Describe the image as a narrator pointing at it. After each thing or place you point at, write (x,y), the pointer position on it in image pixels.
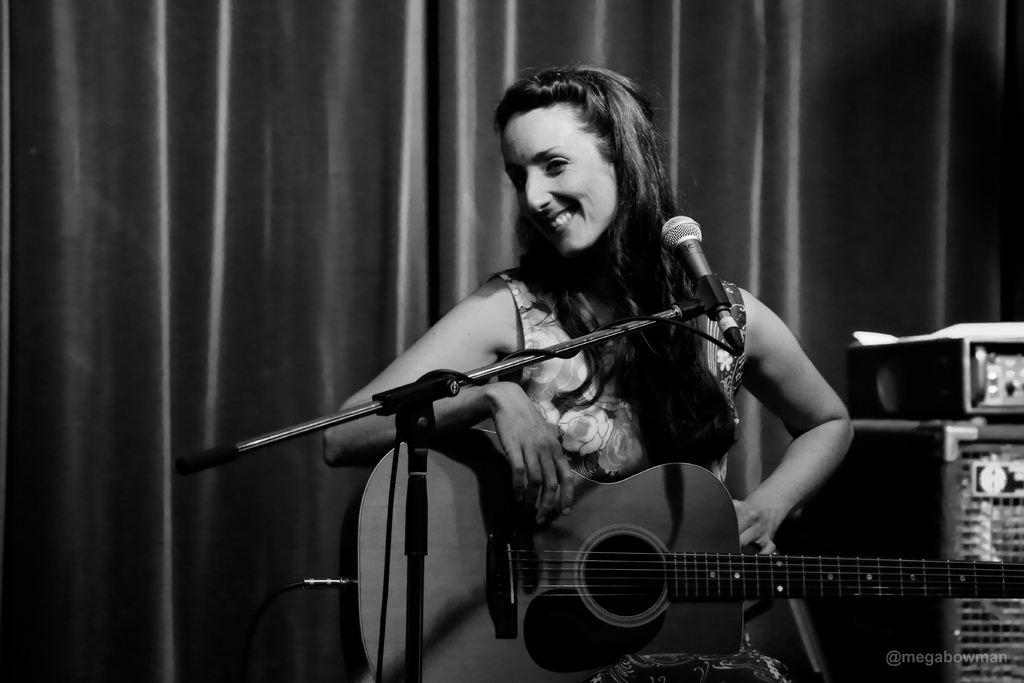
In this image, In the middle (660,416) there is a woman (590,449) holding a music instrument (637,565) which is in gray color, In the right side (899,506) there are some music equipment (925,452) and in the background (865,203) there is a dark color curtain (672,83).
